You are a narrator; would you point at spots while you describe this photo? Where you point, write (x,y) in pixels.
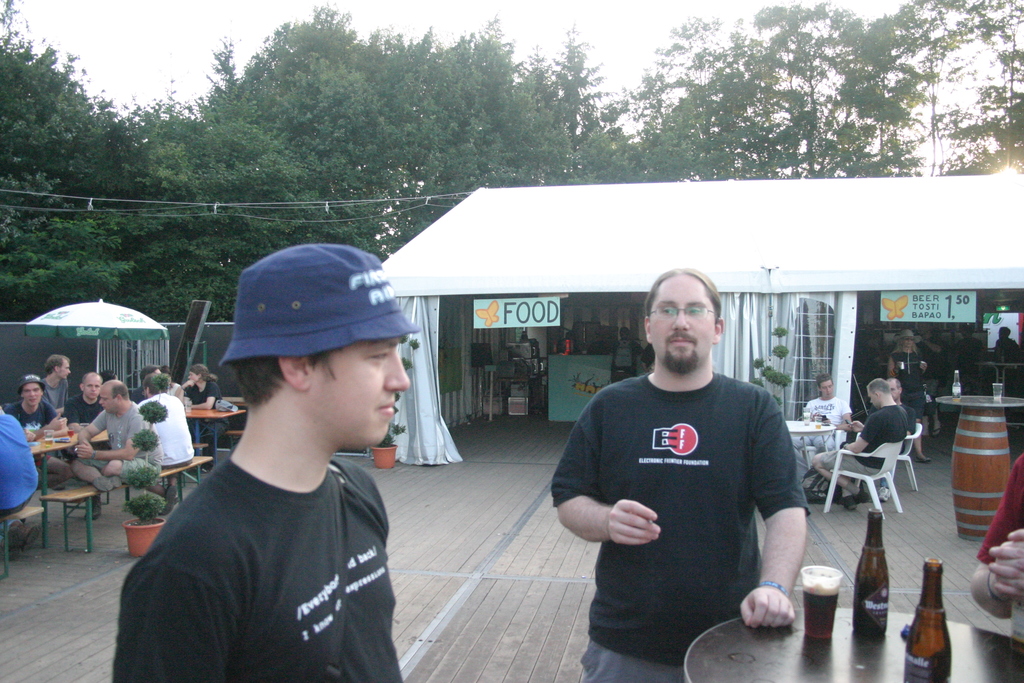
In this picture there is a man (290,470) who are wearing black t-shirt (329,614). They are standing near to the table (879,676). On the table (956,648) I can see the beer bottles (881,582) and glass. In the back (878,431) I can see the group of persons (893,435) who are sitting on the chair (889,459) near to the table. Beside them I can see the tent (884,339). On the left (14,440) I can see another group of persons (141,395) who are sitting on the chair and bench (174,466) near to the table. Beside them I can see the umbrella (113,308). In the back (136,188) I can see many trees (566,137). At the top (601,31) I can see the sky (594,19). On the right (977,463) I can see the barrel (975,430), glass (1001,400), bottles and other objects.
